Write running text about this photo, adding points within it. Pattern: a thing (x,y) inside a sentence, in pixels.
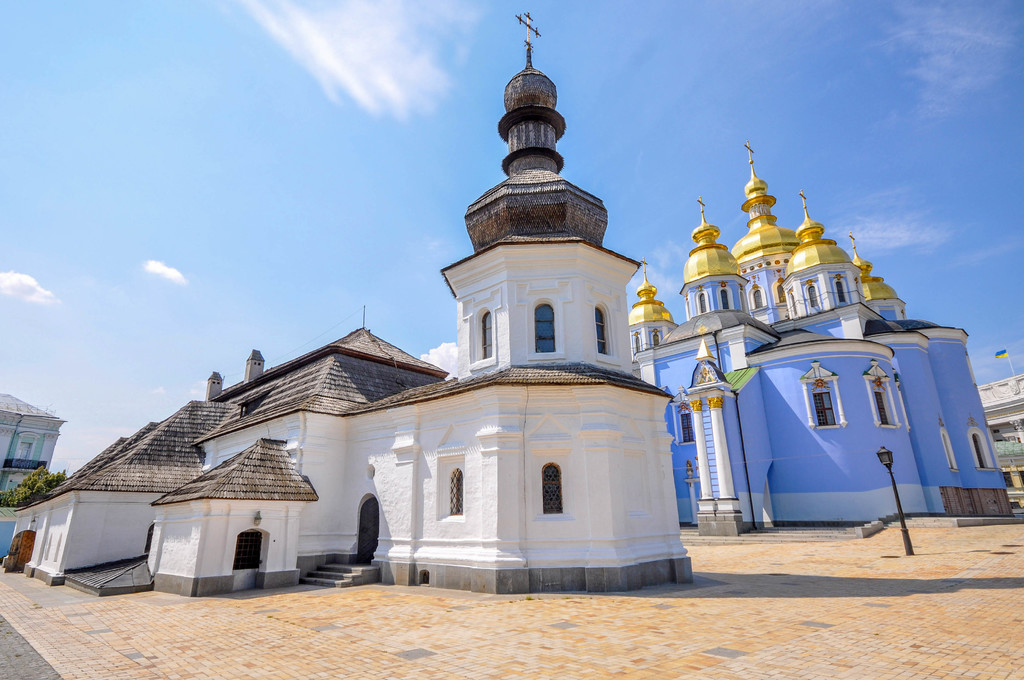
This image consists of buildings (595,440). It looks like temples (598,426). At the bottom (596,630), there is a road (523,631). At the top (274,58), we can see the clouds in the sky (145,178).
